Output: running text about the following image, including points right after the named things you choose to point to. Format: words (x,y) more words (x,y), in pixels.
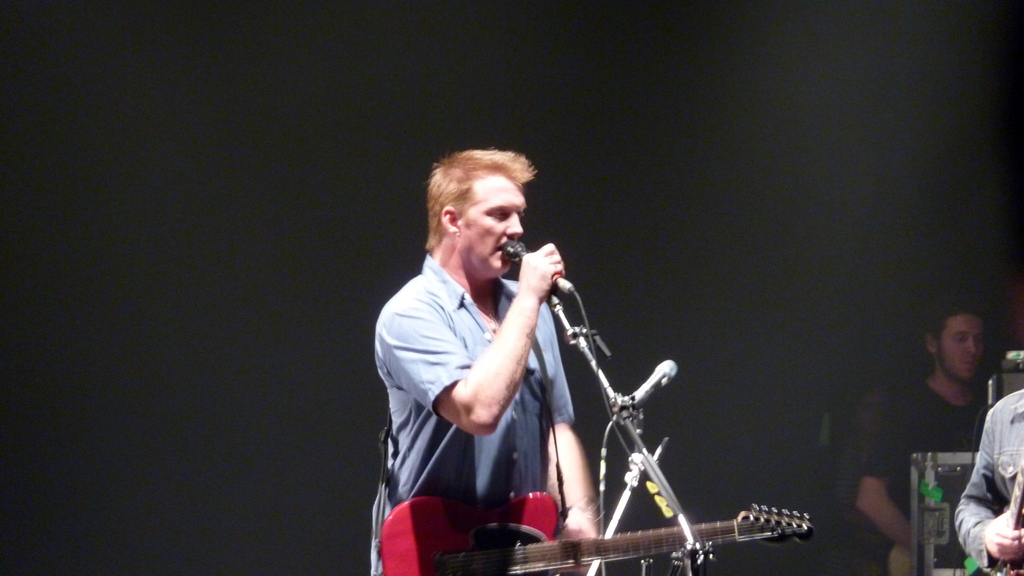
In this picture we can see a man (467,301) holding a guitar (549,518) and also a microphone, we can also see a man (903,412) on the right side of the picture (922,400) there is a mic stand (699,549) here.
